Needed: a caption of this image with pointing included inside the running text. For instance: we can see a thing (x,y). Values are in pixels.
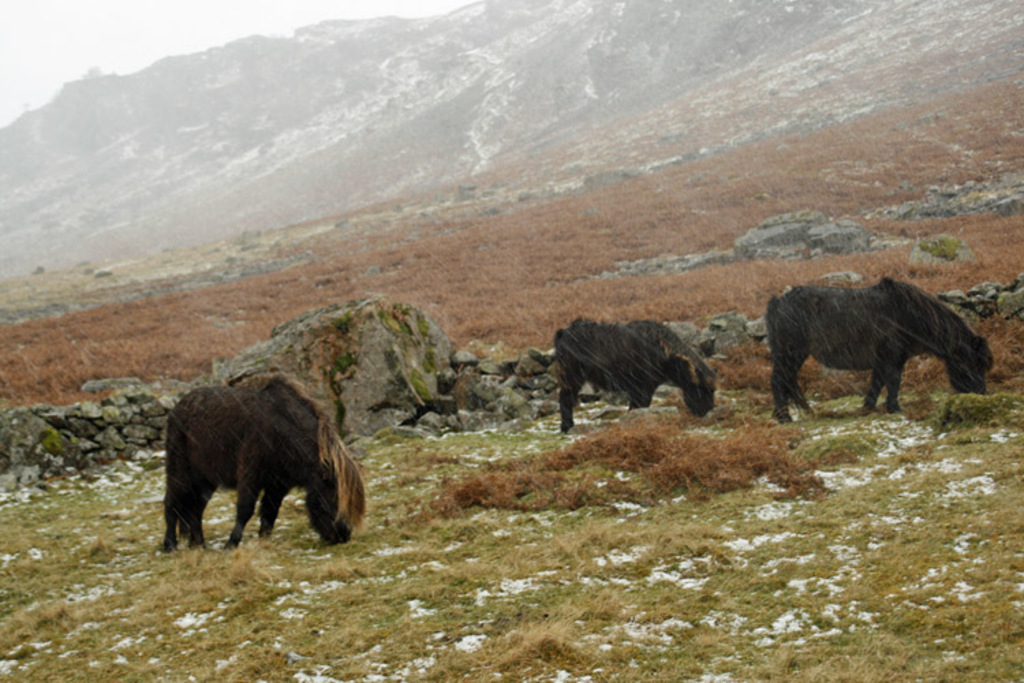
In this picture I can observe some animals (636,363) grazing grass (372,474) on the ground (420,523). In the background (263,93) I can observe a hill (260,76).
